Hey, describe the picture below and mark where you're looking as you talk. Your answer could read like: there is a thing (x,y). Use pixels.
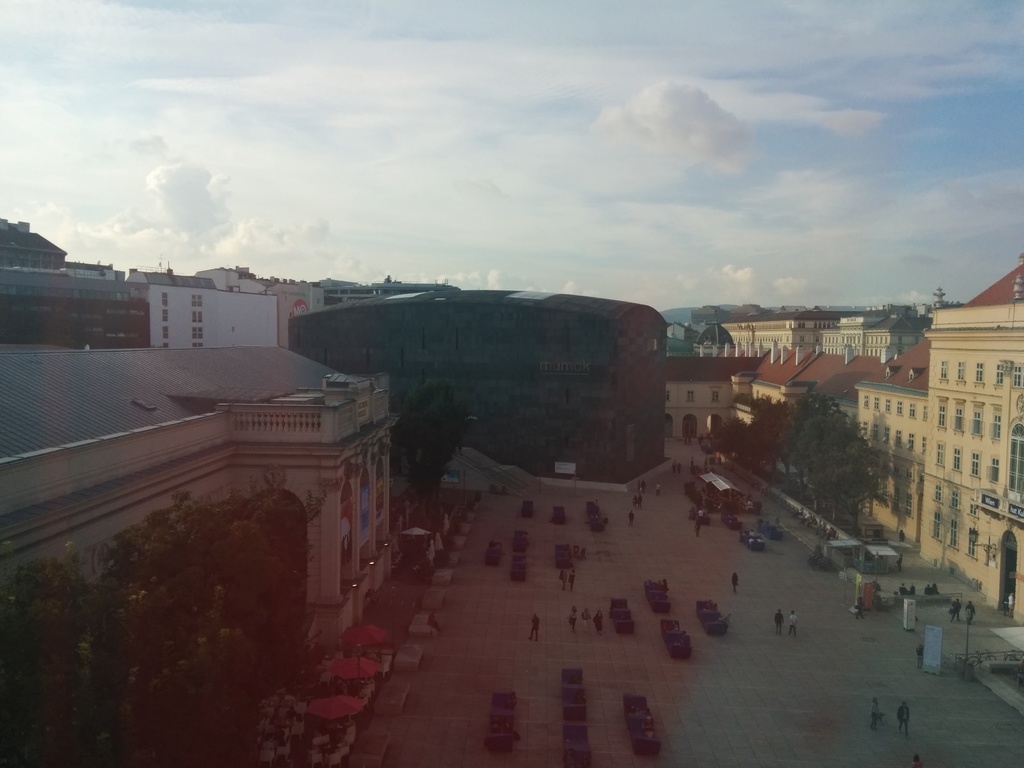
This picture shows few buildings (635,454) and we see few people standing and few are walking and we see trees (791,435) and a blue cloudy sky (498,75).
